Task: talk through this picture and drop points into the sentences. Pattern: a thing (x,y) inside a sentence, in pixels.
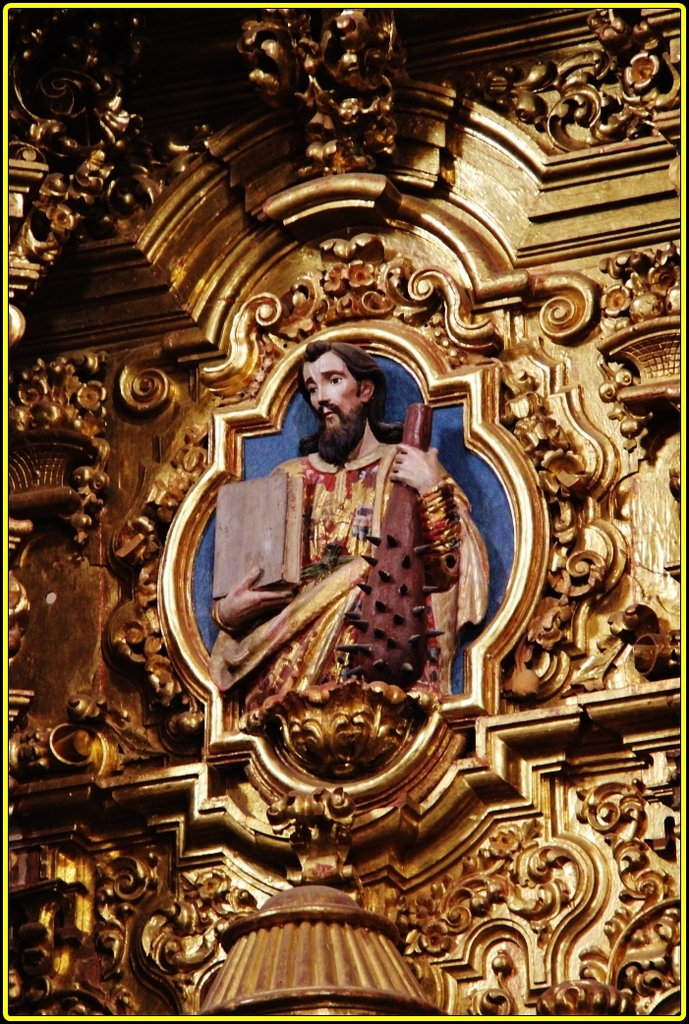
In this image there is a wall (555,636) on which there is a sculpture (325,580) of a man (281,616) who is holding the book (255,557) and a club (370,618). There is a design (255,202) on the wall (315,927).
